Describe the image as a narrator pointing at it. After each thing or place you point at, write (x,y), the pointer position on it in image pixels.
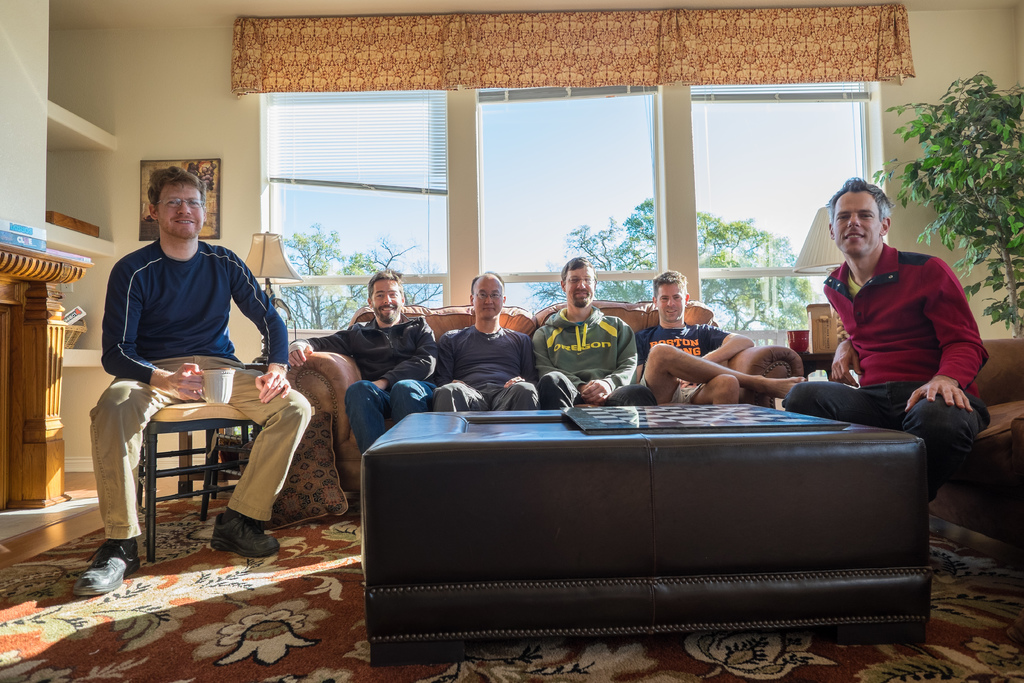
In this image, there are four persons (608,344) wearing clothes (407,372) and sitting on the sofa (328,376) in front of the table (494,434). There is a person (271,355) on the left side of the image (212,310) sitting on the chair (187,411) and holding a cup (208,385) with his hand (193,381). There is an another person (825,283) sitting beside the plant (990,284). There is a window (787,227) in the middle of the image (556,253).
